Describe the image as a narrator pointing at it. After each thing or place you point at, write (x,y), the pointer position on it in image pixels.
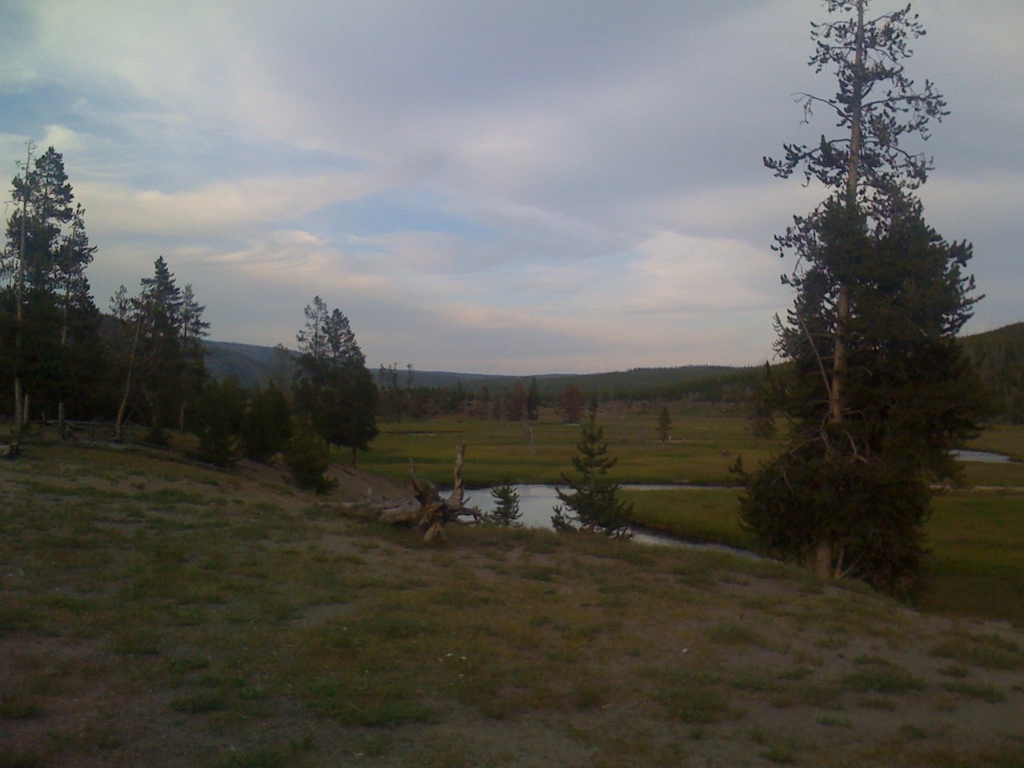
In front of the image there is a dried tree trunk (435,518) on the grass surface (376,521), beside the trunk (394,506) there is a lake (545,492), around the lake (530,494) there is grass (408,456) on the surface (702,450) and there are trees (255,403). In the background of the image (666,396) there are mountains (726,399). At the top of the image (409,101) there are clouds (438,142) in the sky (438,142).
